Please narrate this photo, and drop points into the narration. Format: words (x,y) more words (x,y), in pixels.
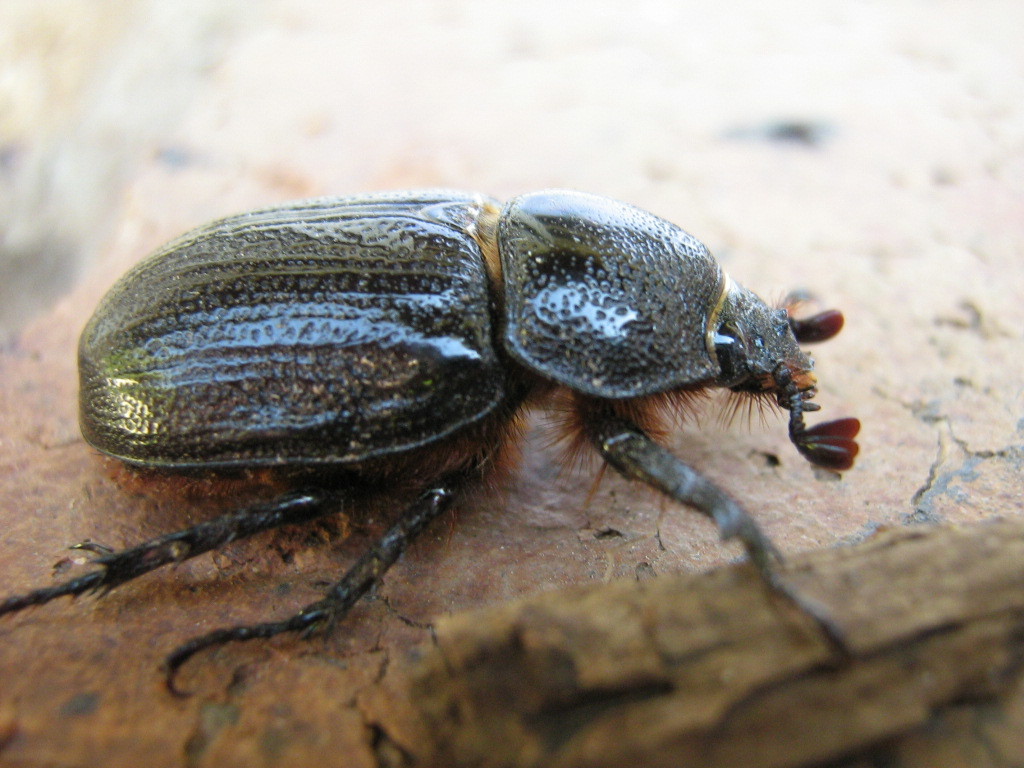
In this image we can see an insect (577,423) on the surface (841,391).
